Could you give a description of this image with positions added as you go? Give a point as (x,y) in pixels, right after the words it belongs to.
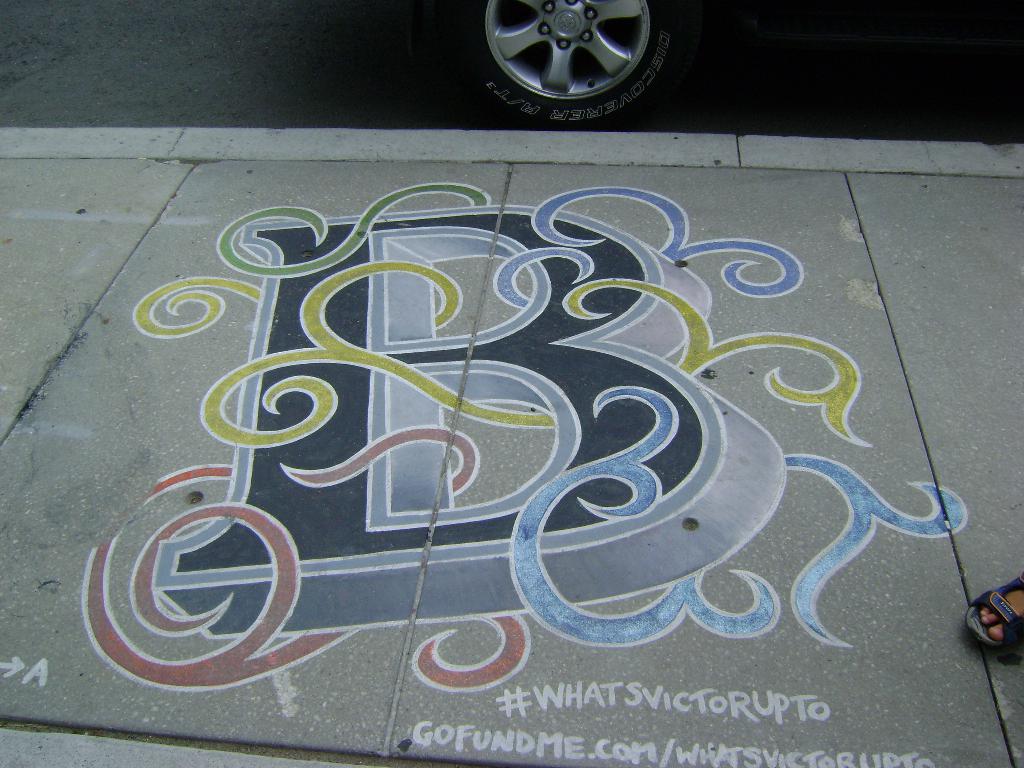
This is the painting (594,583), which is drawn on the footpath (472,364). This is the wheel (564,80). At the very right corner of the image (989,601), I can see a person's foot (988,620) with a footwear (1003,616).
